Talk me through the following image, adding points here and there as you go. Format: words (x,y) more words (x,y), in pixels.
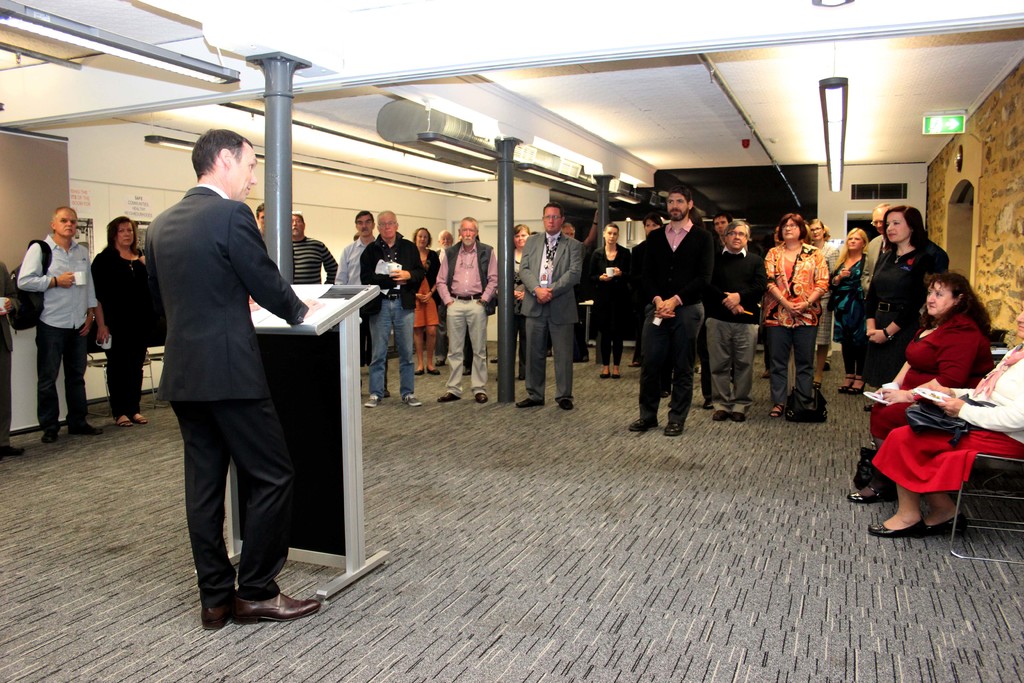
In this image, we can see people (479,264) and some are holding objects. On the right (950,350), there are two people (907,370) sitting on the chairs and are holding objects (871,401) and we can see a podium (290,400) and we can see some papers (317,300) on it. In the background (771,177), there are pillars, lights (831,108), boards (771,177) and there is a wall (138,166). At the bottom (90,588), there is a floor (90,588).
